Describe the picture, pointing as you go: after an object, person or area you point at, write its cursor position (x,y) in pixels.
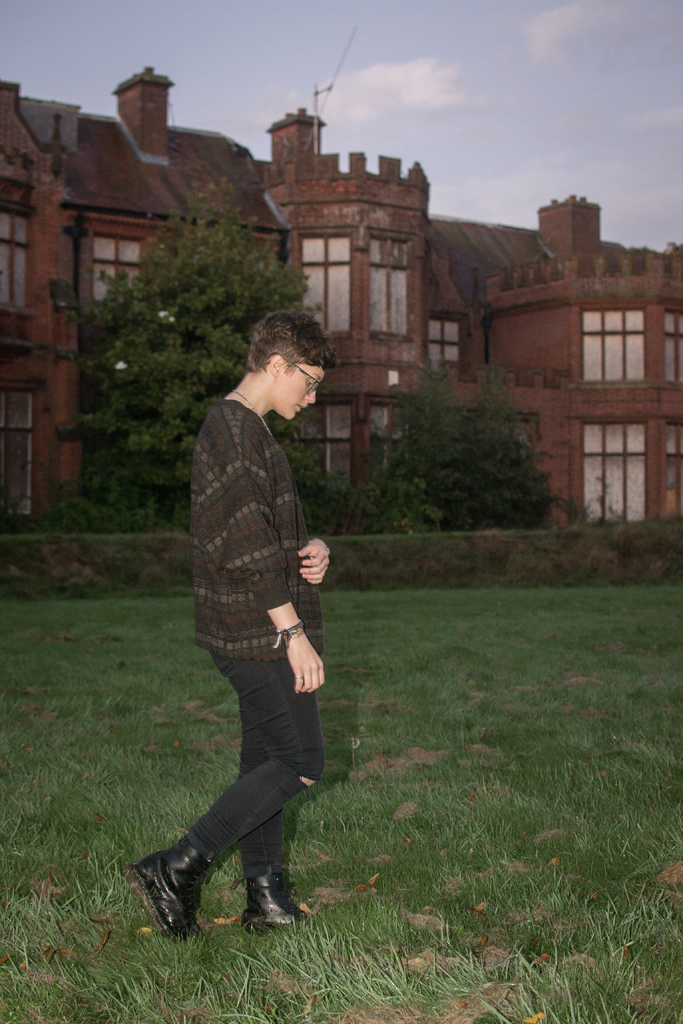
In the center of the image (239,504), we can see a person (270,476) wearing glasses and walking and in the background (164,331), there are trees (198,298) and we can see a building (438,362). At the bottom (464,830), there is ground (447,869) covered with grass (399,902).
